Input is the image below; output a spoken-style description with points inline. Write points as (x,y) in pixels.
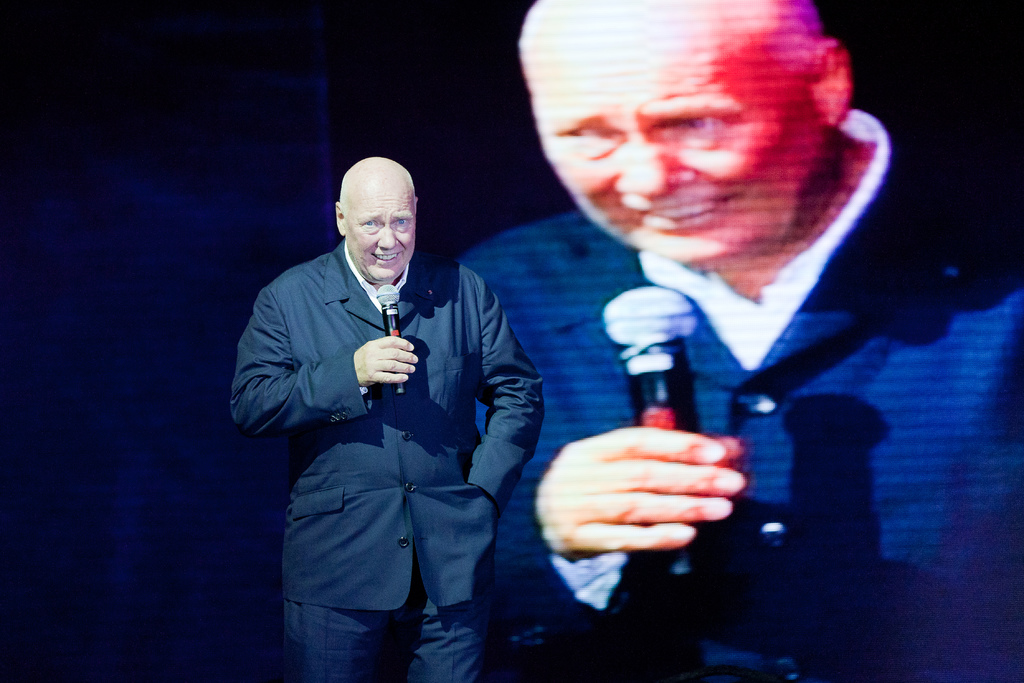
In the image there is a man (506,465) standing holding a mic (397,320) in his hand (401,351). He is wearing a jacket (405,394). In the background (705,150) there is a screen (719,200).
